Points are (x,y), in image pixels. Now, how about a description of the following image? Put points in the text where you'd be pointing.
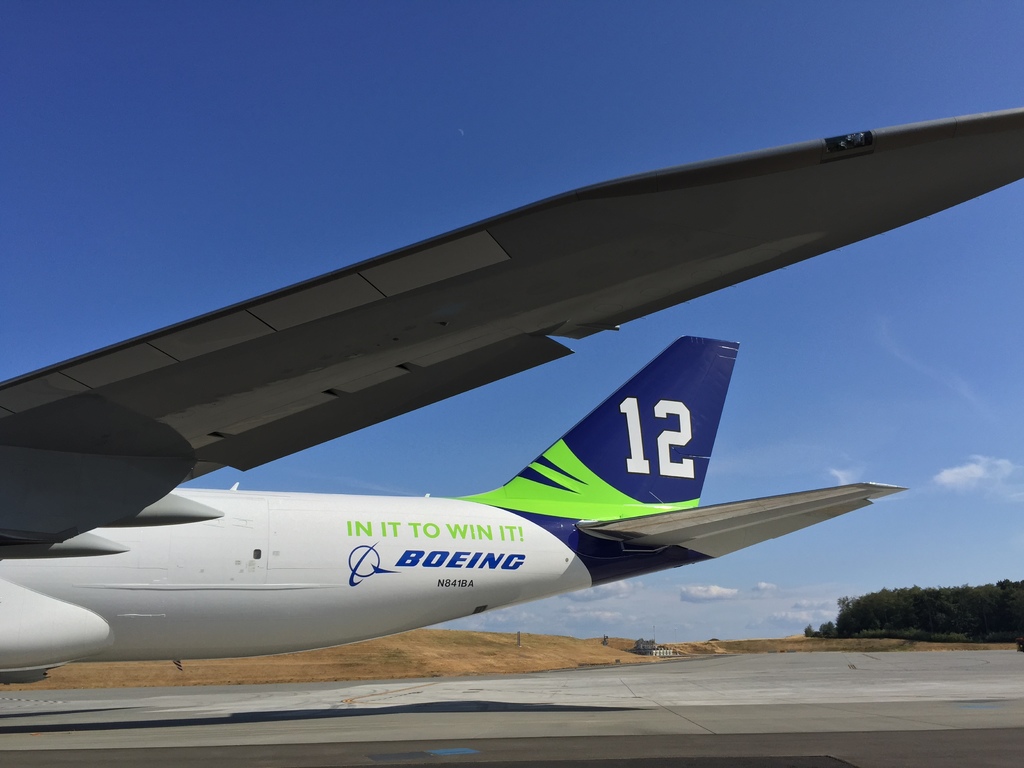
This is an airplane (187,610), which is on the runway (580,685). These are the trees (931,606). I can see the clouds (705,590) in the sky (901,495).
